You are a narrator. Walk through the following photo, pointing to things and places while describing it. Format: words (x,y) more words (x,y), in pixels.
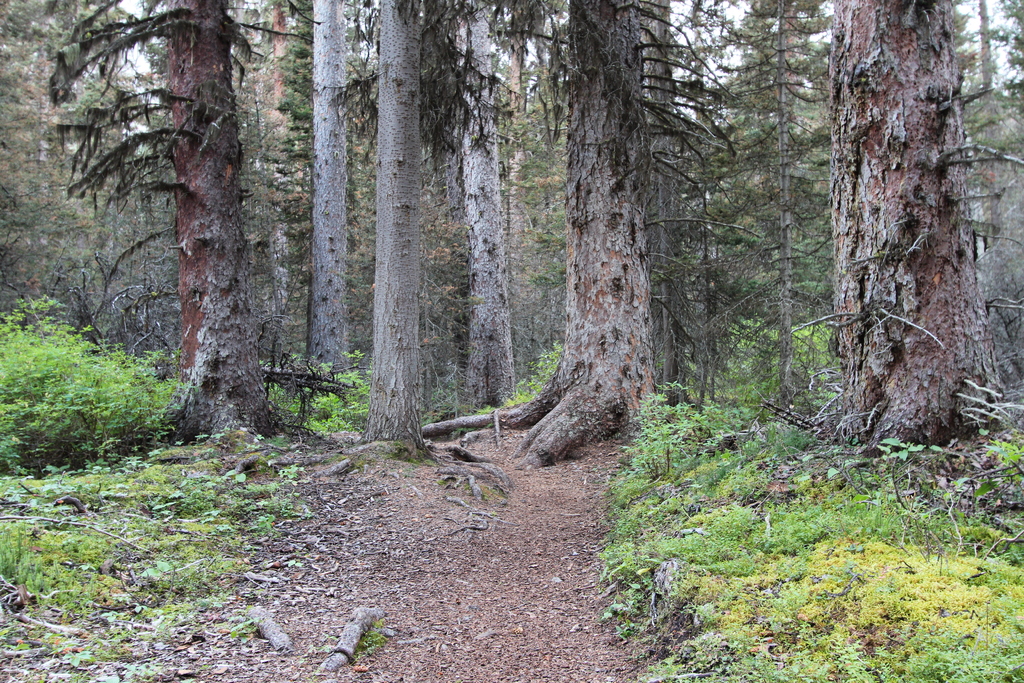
In this image we can see spruce-fir forest (469,181).
